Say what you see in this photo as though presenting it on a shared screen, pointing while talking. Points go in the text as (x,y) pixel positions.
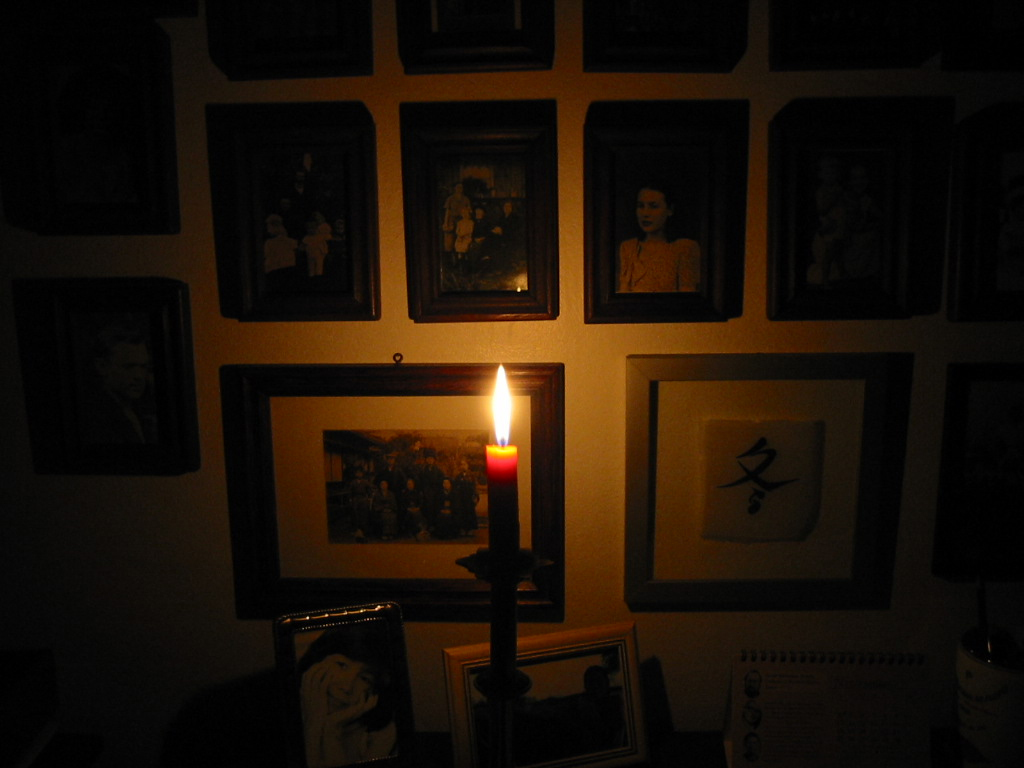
In the image we can see the candle (494,533) and the flame (499,430). There are frames (400,370), stick to the wall (575,248). In the frame (607,305) we can see there are people (432,494) wearing clothes (456,501).
